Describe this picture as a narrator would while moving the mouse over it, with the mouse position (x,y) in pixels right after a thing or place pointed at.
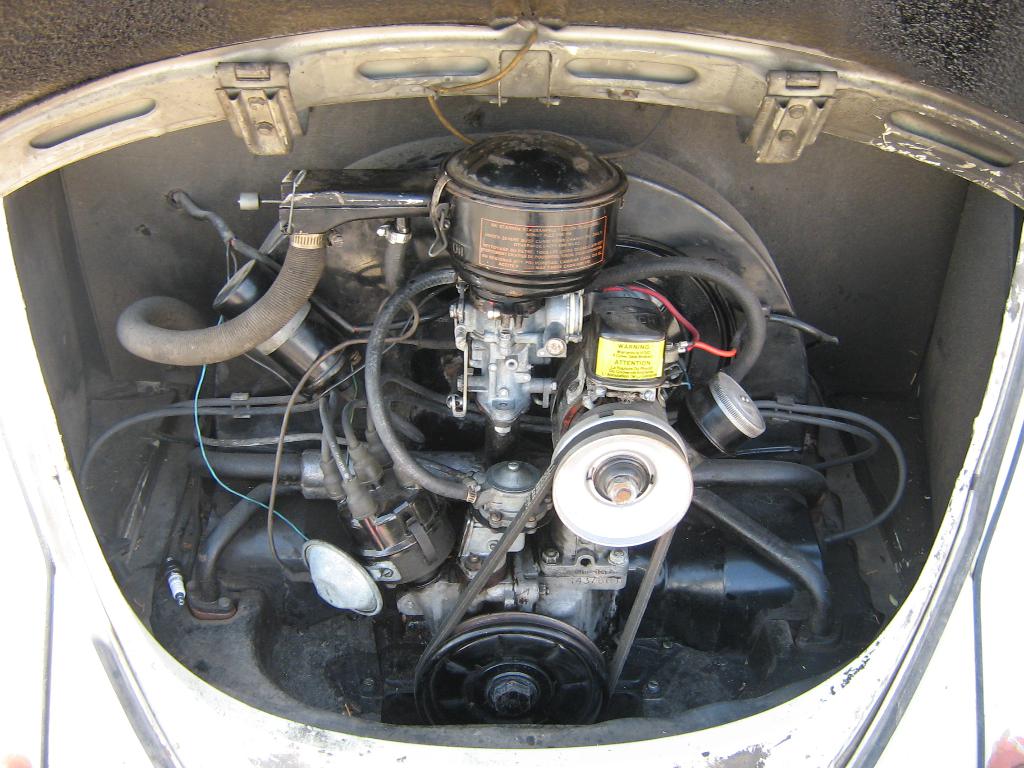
In the picture I can see an engine part (420,416) of a vehicle (416,468).
